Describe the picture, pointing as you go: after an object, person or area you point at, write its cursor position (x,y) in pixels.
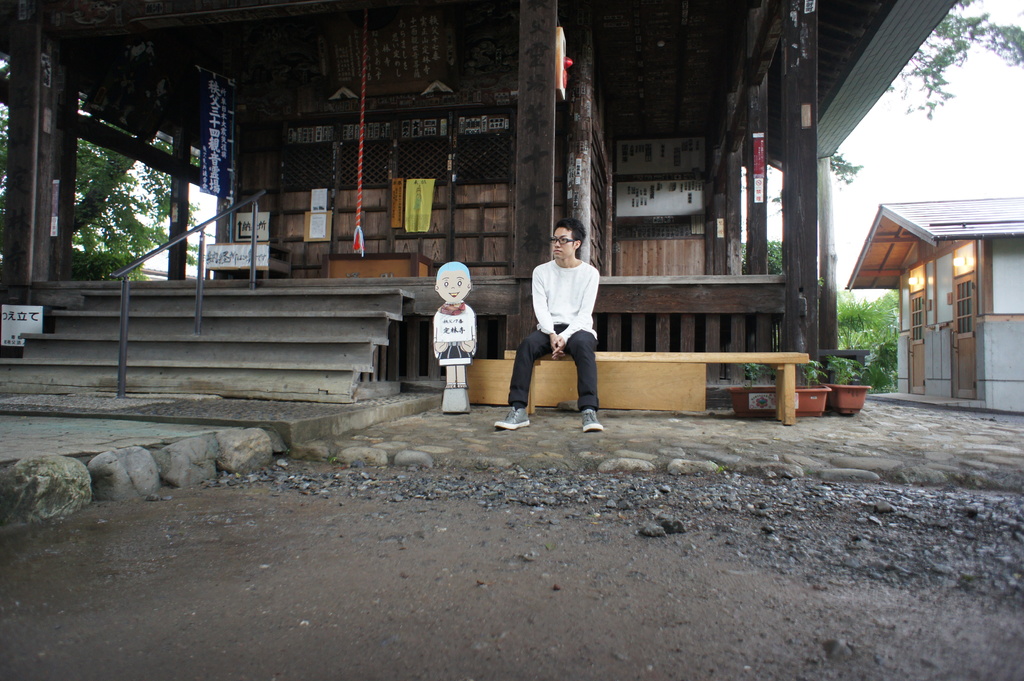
In this image I can see a man (566,300) sitting on bench (655,354) and the building (510,314) and staircase (336,311) and flower pots (759,372) and a toy (452,290) visible in the foreground (644,320) and I can see a house (952,203) on the right side (969,206) and I can see trees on the right side (877,381).
